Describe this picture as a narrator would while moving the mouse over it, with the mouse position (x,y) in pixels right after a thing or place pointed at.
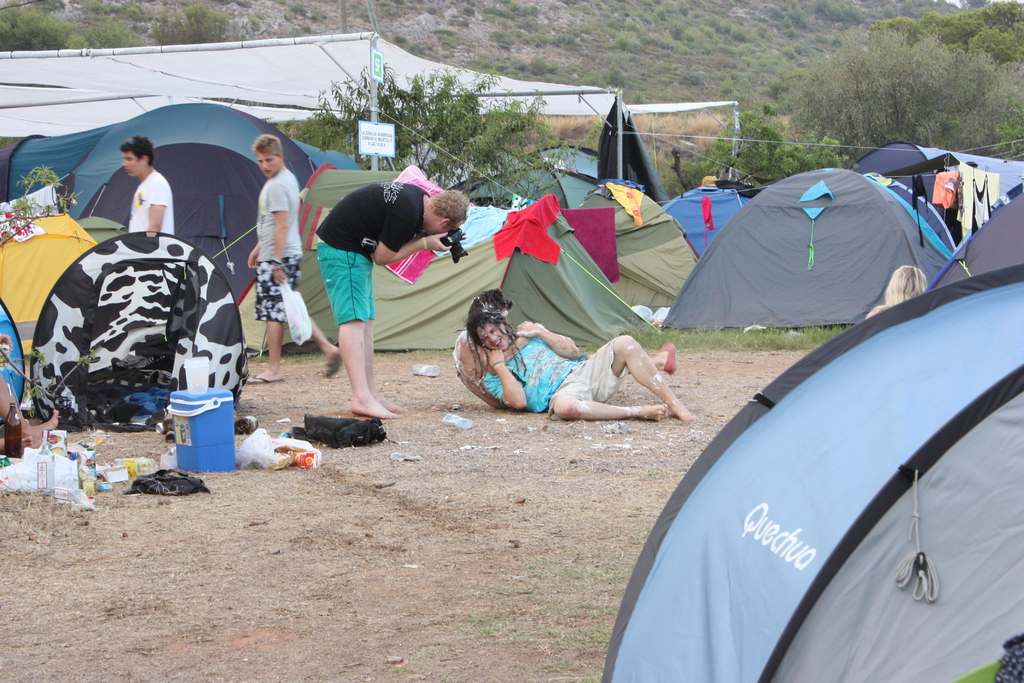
In this image, we can see people (518,380) and tents (576,185). In the middle of the image (479,367), we can see a person (469,379) holding another person (519,359). Beside them, we can see a man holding a camera (458,254). On the left side of the image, we can see a person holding a carry bag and walking through the walkway (214,474). We can see a few bottles (84,499), some objects (65,462) and basket (211,437) on the ground (240,522). In the background (757,323), there are trees (924,117), tents (640,244), poles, grass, boards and plants (431,136).
